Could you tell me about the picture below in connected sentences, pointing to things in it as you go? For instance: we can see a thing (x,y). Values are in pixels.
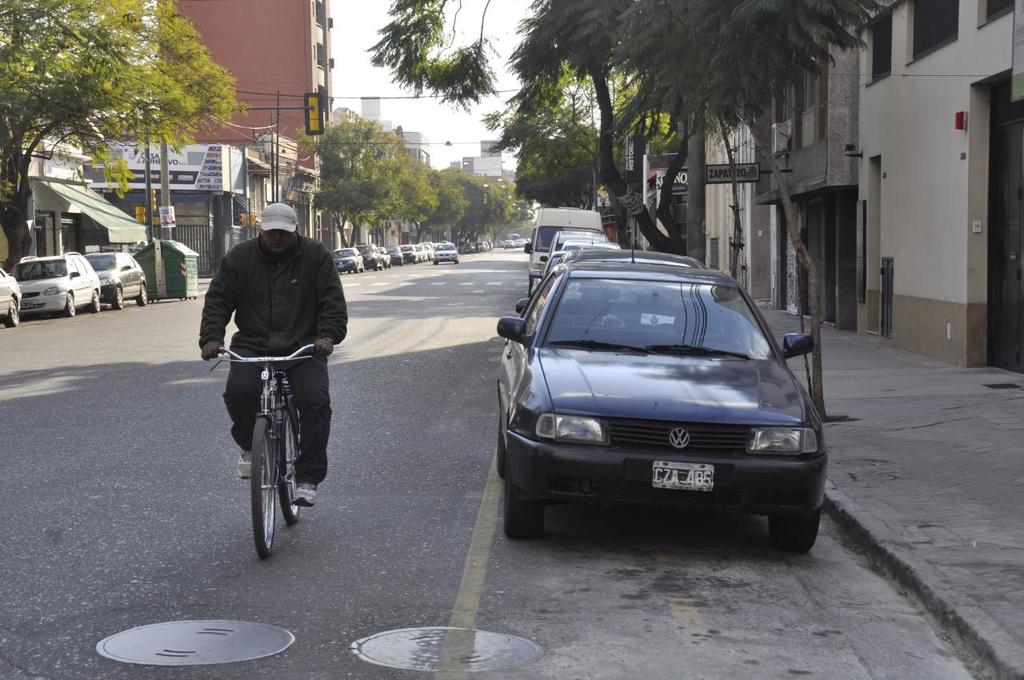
At the top (447,103) there is a sky (348,62). Here across the road (455,269) we can see buildings (285,96), stores (206,193) and trees (661,218) and vehicles (639,304) parked. We can see car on the road (357,285). Here we can see a man (287,259) wearing a white colour cap (282,223), riding a bicycle (288,407) on the road (220,614). These are drainage caps (402,642).
